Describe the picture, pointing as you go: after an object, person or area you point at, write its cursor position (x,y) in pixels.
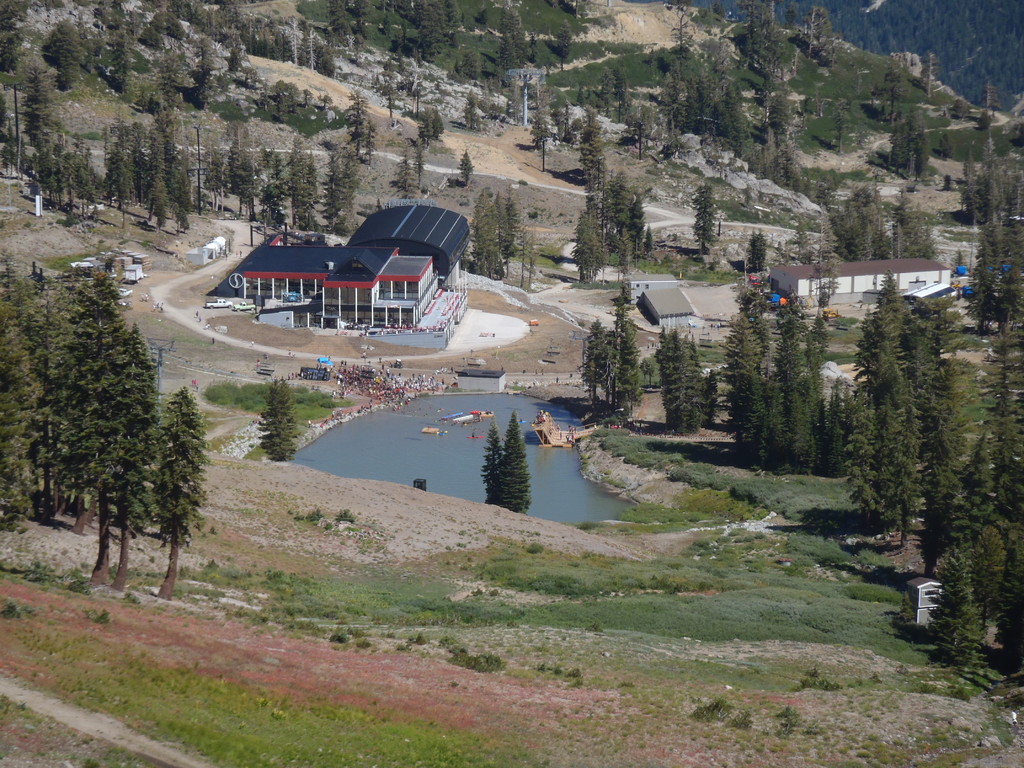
This image consists of a building (358,303). At the bottom (508,554), there is water (566,500) and green grass (367,753) on the ground (577,575). And we can see many trees (1022,447) in this image.
